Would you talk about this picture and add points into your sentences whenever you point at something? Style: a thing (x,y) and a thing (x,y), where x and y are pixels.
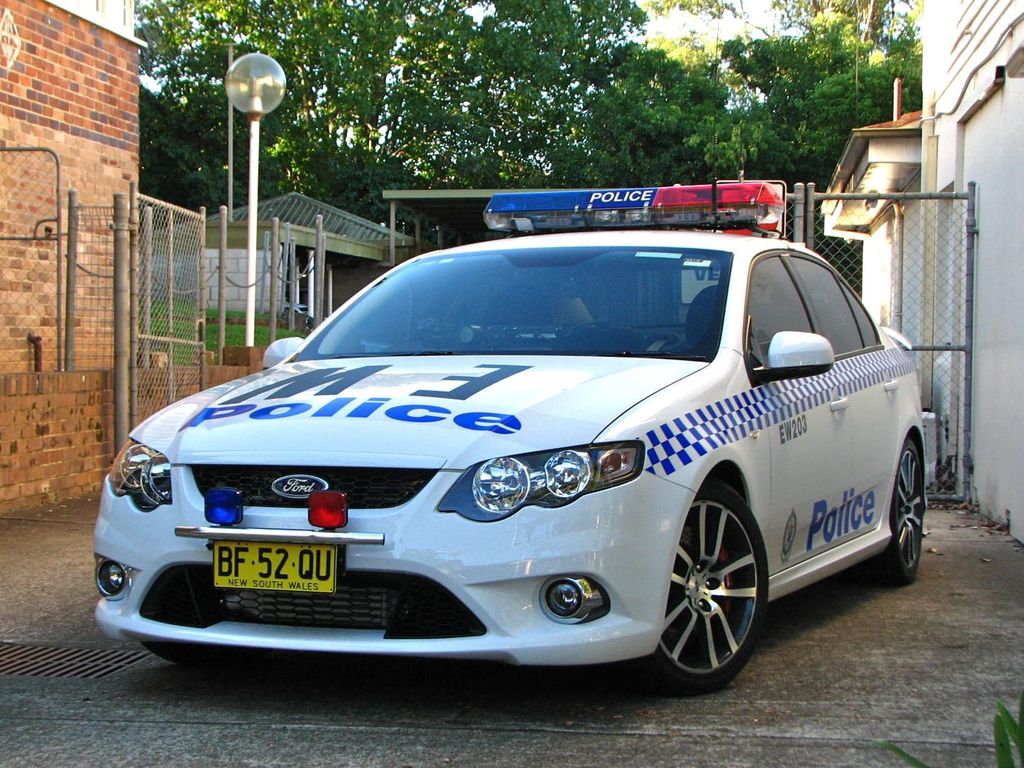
In this picture, we see a car (578,450) in white color is parked on the road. Behind that, we see a fence (896,311). On the left side (135,242), we see the fence (69,304), light pole (252,281) and buildings (12,126). On the right side (917,116), we see a building (999,151) in white color. There are trees (588,81) in the background (433,95). At the bottom (391,706), we see the road (626,755).
